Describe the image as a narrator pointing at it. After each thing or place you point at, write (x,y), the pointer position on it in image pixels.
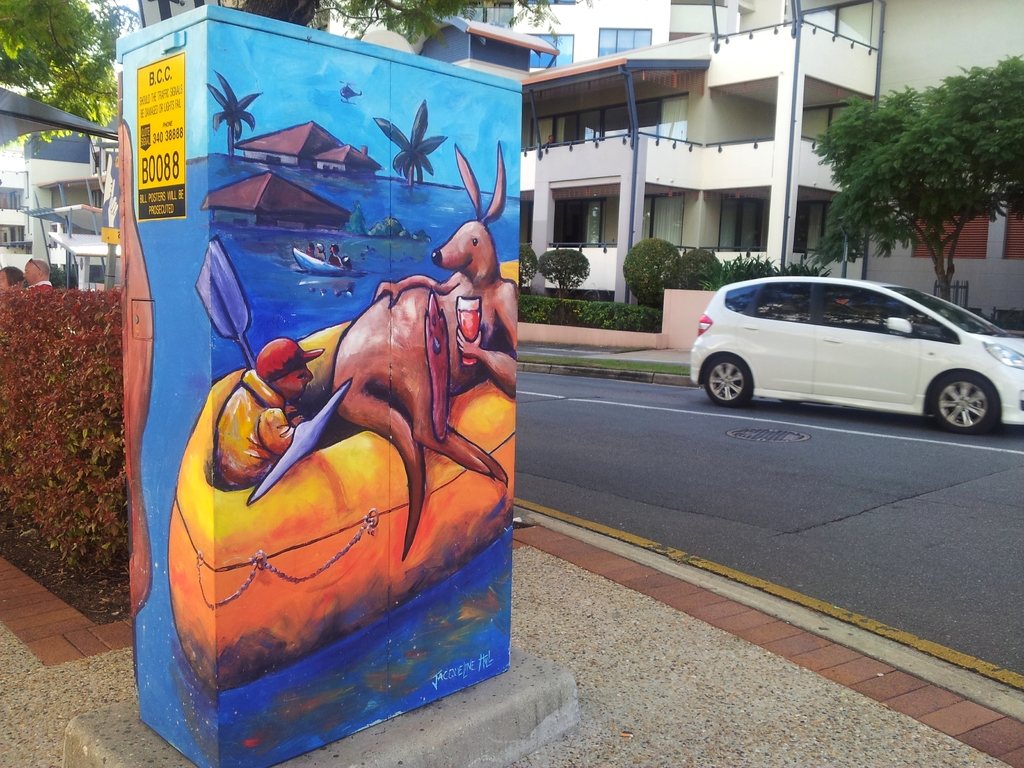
In this image, we can see a box (353,545) with some painting (314,409). Here there is a poster (159,137). Background (910,144) we can see few buildings (764,188), walls (876,248), pillars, glass windows (588,232), plants (112,390) and trees (982,142). Left side of the image (32,286), we can see two people (21,280). Here there is a road (714,477) and car (706,382). At the bottom of the image (700,705), we can see a footpath (682,718).
